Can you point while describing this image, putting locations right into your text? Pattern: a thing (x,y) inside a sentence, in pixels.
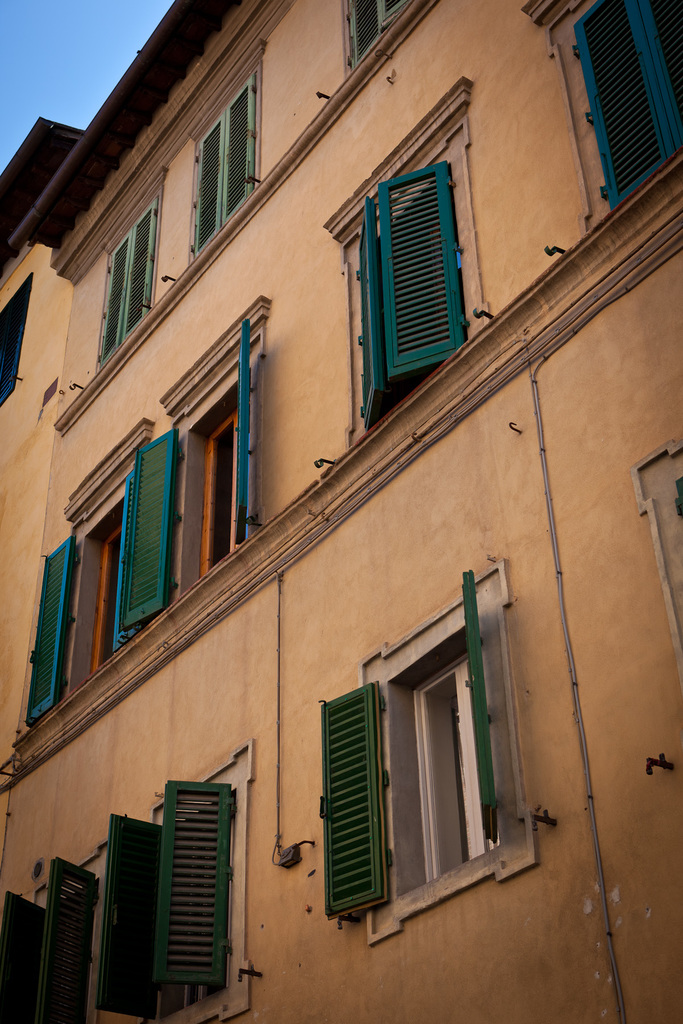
In this picture there is a building (272,141), to the building (220,227) there are windows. At the top (50,57) it is sky (53,95).
